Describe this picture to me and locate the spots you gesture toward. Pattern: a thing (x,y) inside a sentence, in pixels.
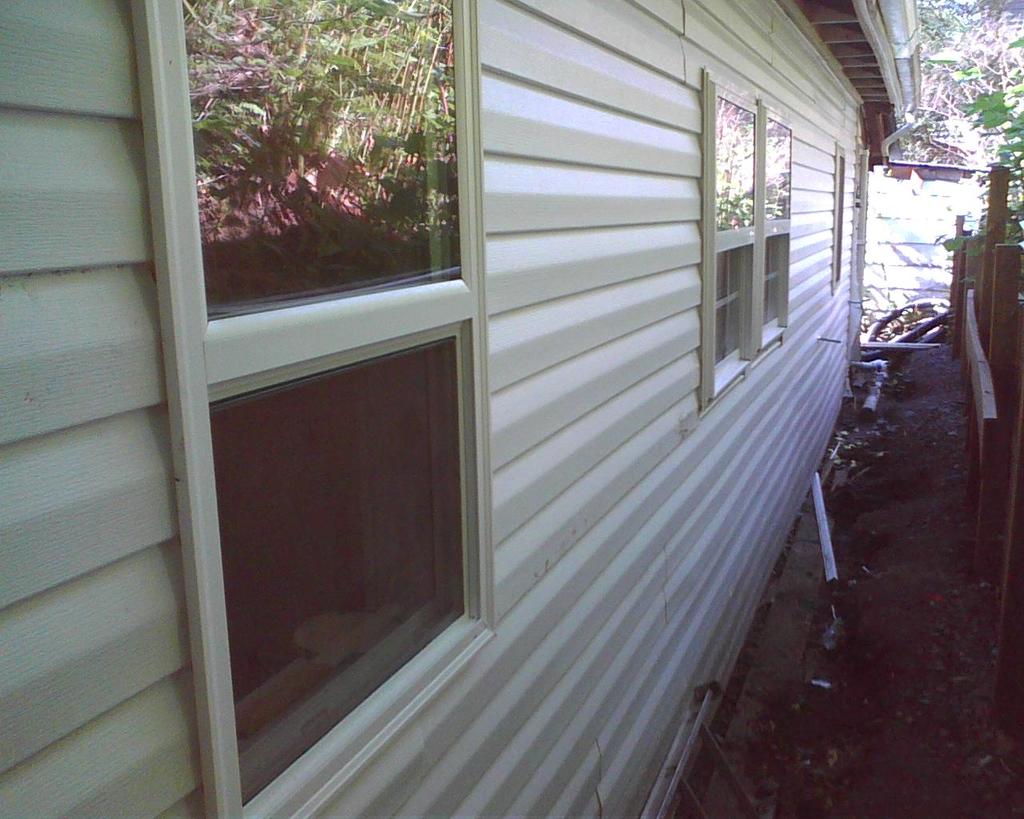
In this image we can see a building (520,236) with windows (743,226). On the right side (989,383) there is a wooden fencing (970,301). On the window (338,174) there is reflection (262,134) of plants (281,105).
